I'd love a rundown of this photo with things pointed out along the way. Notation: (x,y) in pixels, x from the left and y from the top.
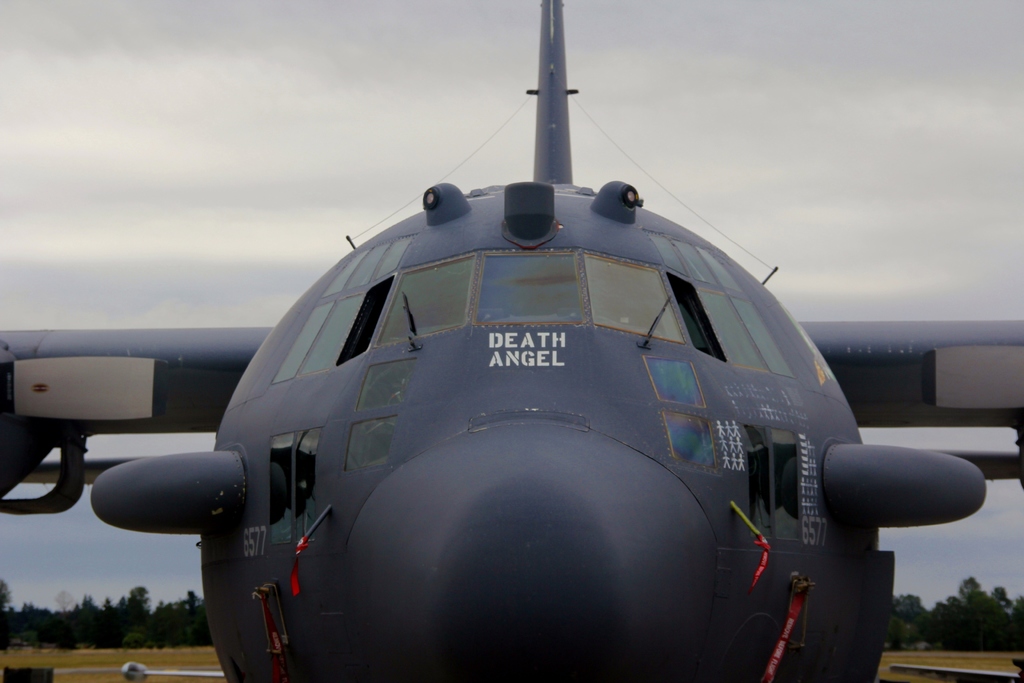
In this image there is an airplane (450,535). In the background (79,611) there are trees (79,611) and the sky (126,171).
